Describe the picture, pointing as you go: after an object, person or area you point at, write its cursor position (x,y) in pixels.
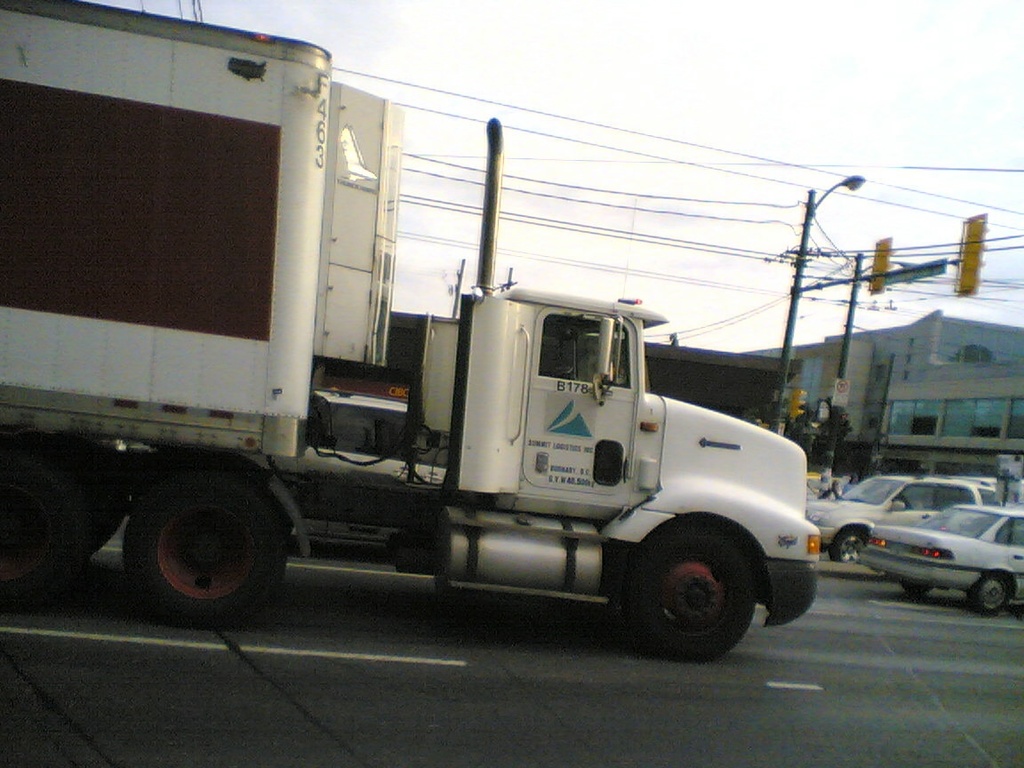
In the picture we can see a truck (780,600) on the road (806,643) and near it, we can see some vehicles (951,510) on the road (824,640) and near it, we can see a pole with light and wires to it and in the background (1003,423) we can see some buildings (1003,423) and the sky (562,278).
